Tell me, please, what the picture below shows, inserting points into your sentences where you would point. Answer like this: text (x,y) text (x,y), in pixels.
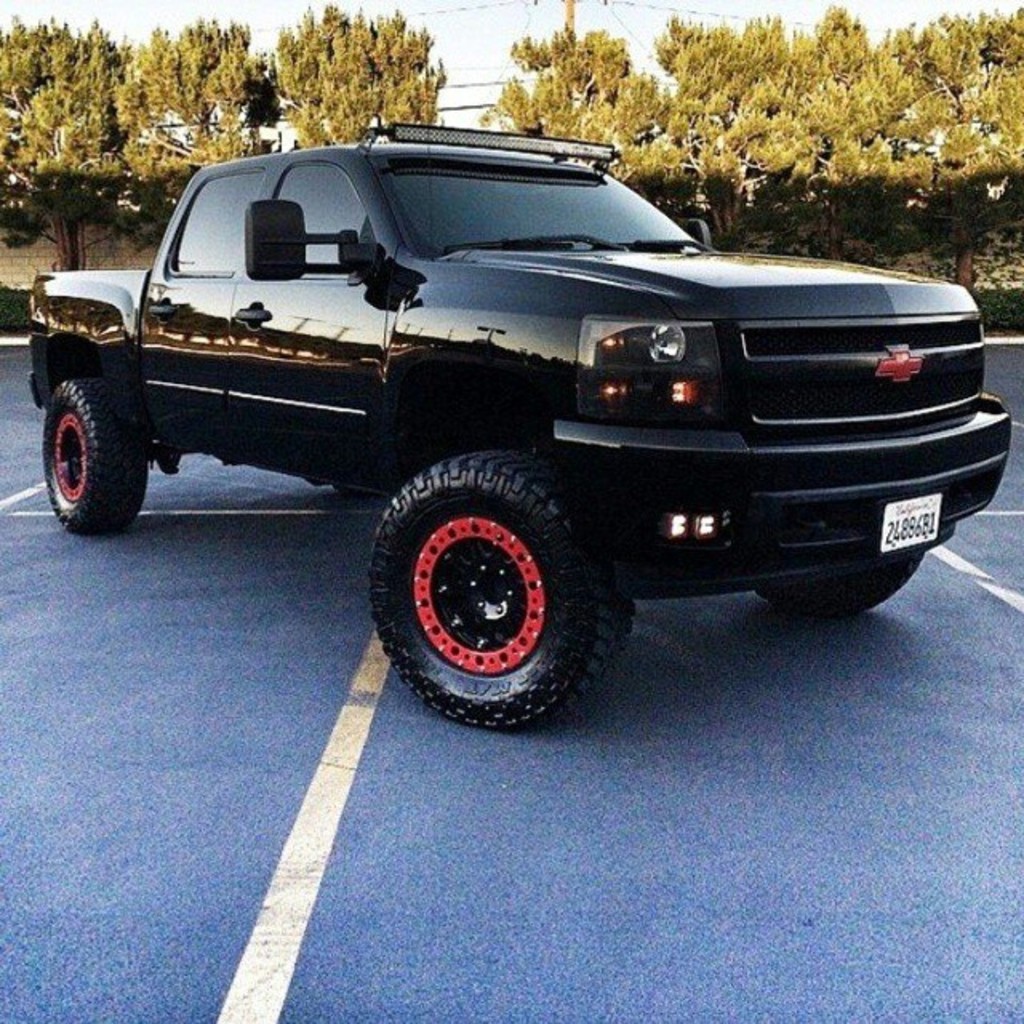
In the center of the image (563,571) we can see a truck (259,243). In the background of the image (17,63) we can see the trees (236,119), wall (996,262), plants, pole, wires (503,4). At the bottom of the image (351,770) we can see the road (602,905). At the top of the image (503,71) we can see the sky (473,81).
